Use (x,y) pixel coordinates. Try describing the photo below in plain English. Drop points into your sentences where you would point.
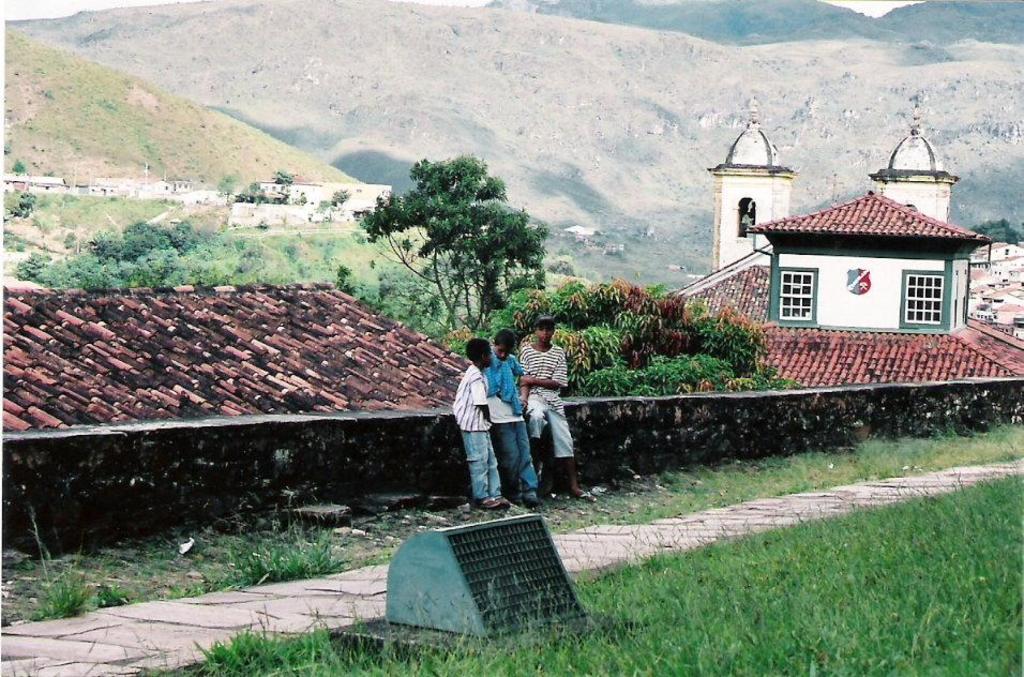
In the picture I can see three kids (525,421) are standing on the ground (515,512). In the background (804,344) I can see houses (859,351), trees (475,291), plants (576,330), the grass (765,483), the sky (890,9) and some other objects (371,460).
